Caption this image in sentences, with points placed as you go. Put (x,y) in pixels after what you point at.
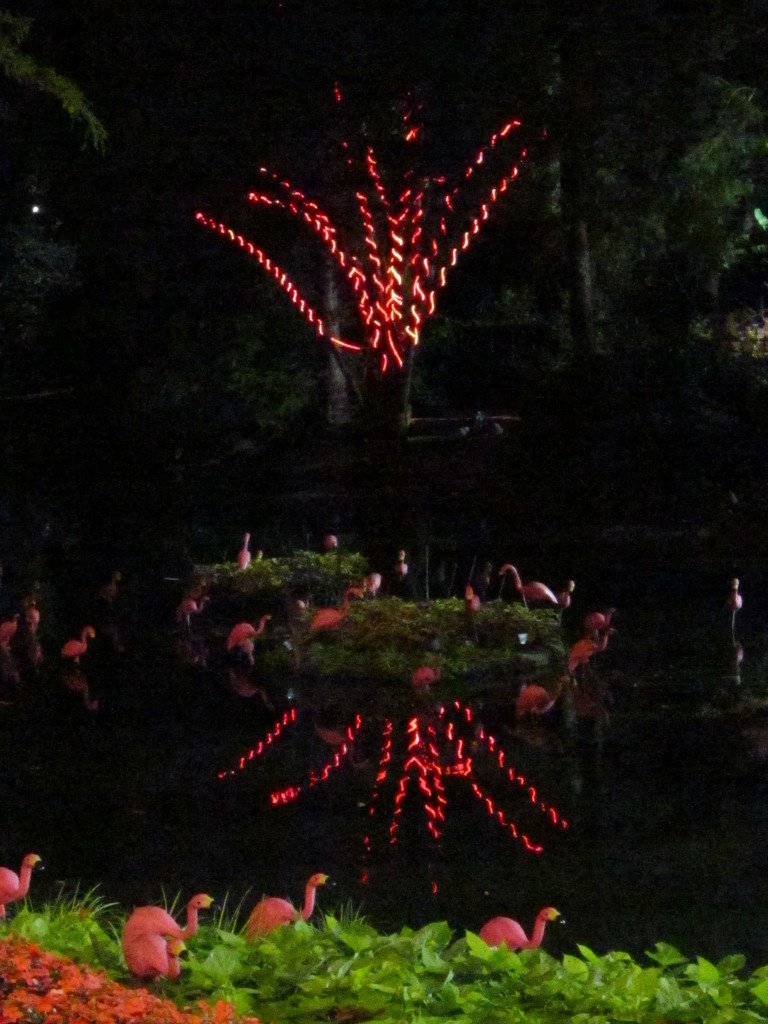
Bottom of the image (591,978) there is grass (598,1017) and there are some birds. In the middle of the image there is a tree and lights (416,240).
